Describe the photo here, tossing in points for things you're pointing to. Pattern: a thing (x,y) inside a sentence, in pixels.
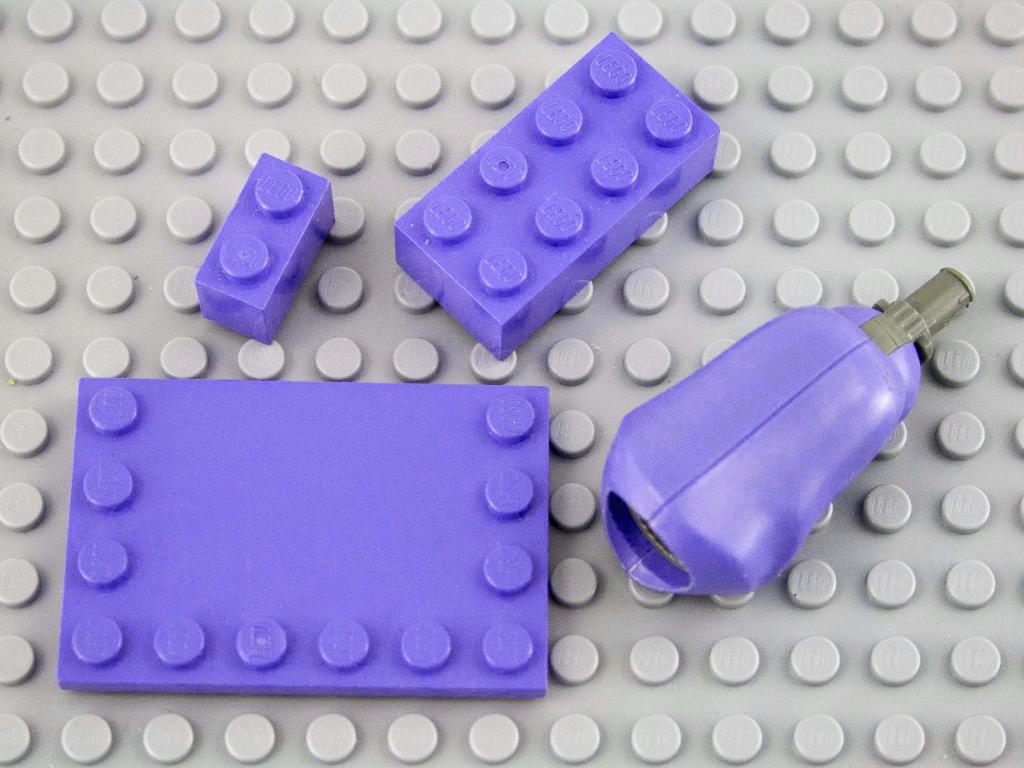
In this image we can see purple color objects (462,315) are present on a grey color object (753,199).
